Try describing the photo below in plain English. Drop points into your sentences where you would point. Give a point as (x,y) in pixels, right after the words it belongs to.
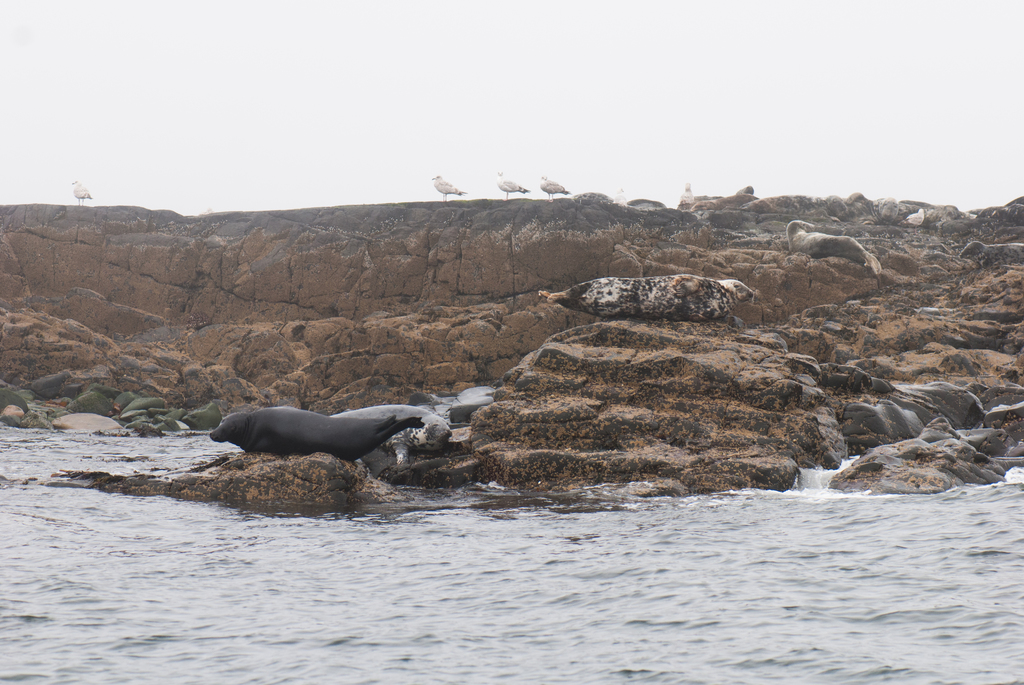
In this picture I can see there are seals (828,252) on the rocks (503,369) and there are few white birds (522,191) on the rock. There is a sea (945,522) and the sky (453,131) is clear.
